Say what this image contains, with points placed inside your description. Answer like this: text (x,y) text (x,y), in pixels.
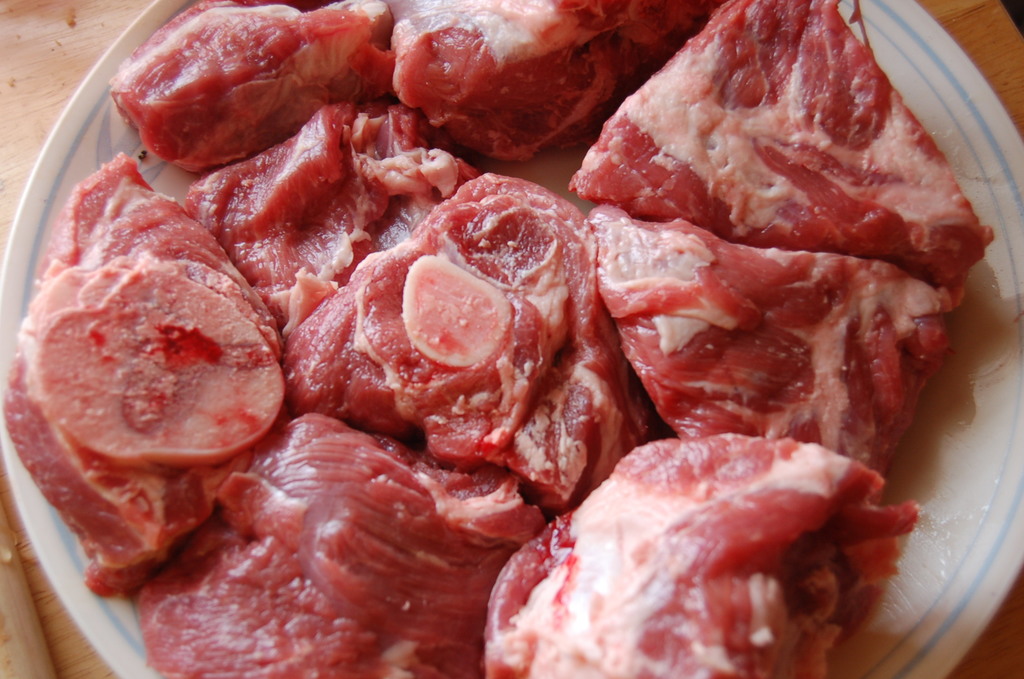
In this image, we can see some meat (142,548) in a container (117,623) placed on the surface (36,653).
